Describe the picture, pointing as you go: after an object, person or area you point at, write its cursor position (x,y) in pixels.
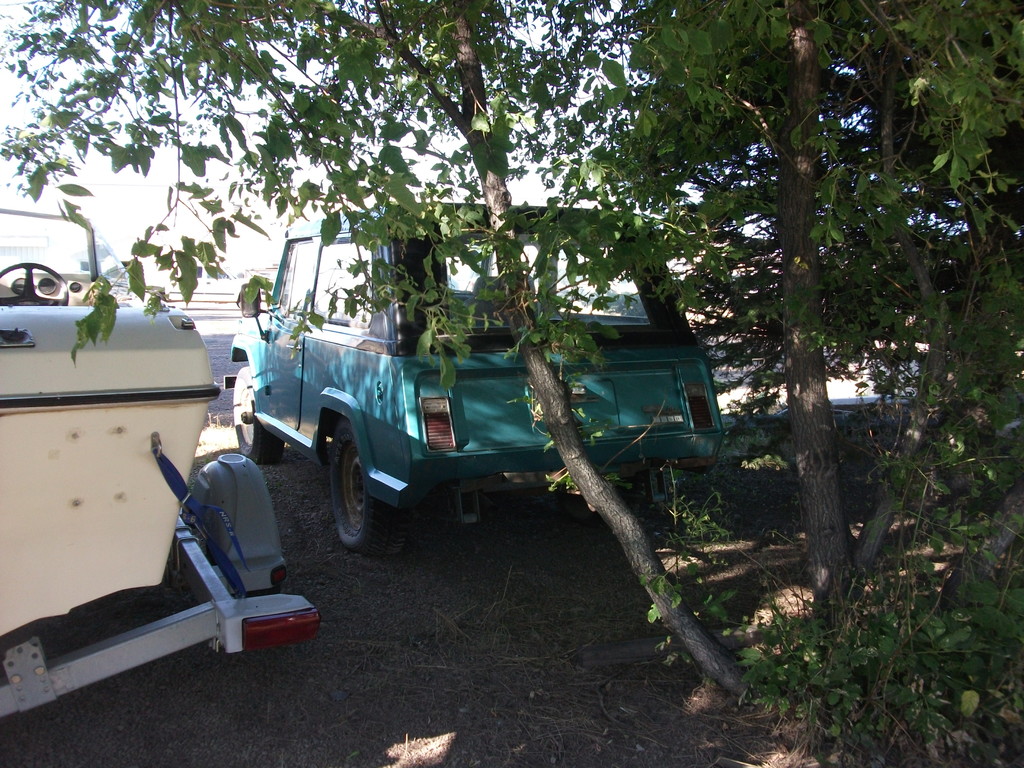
In this picture we can see vehicles (506,469) on the ground (506,591), trees (293,104) and in the background (135,176) we can see the sky (138,83).
